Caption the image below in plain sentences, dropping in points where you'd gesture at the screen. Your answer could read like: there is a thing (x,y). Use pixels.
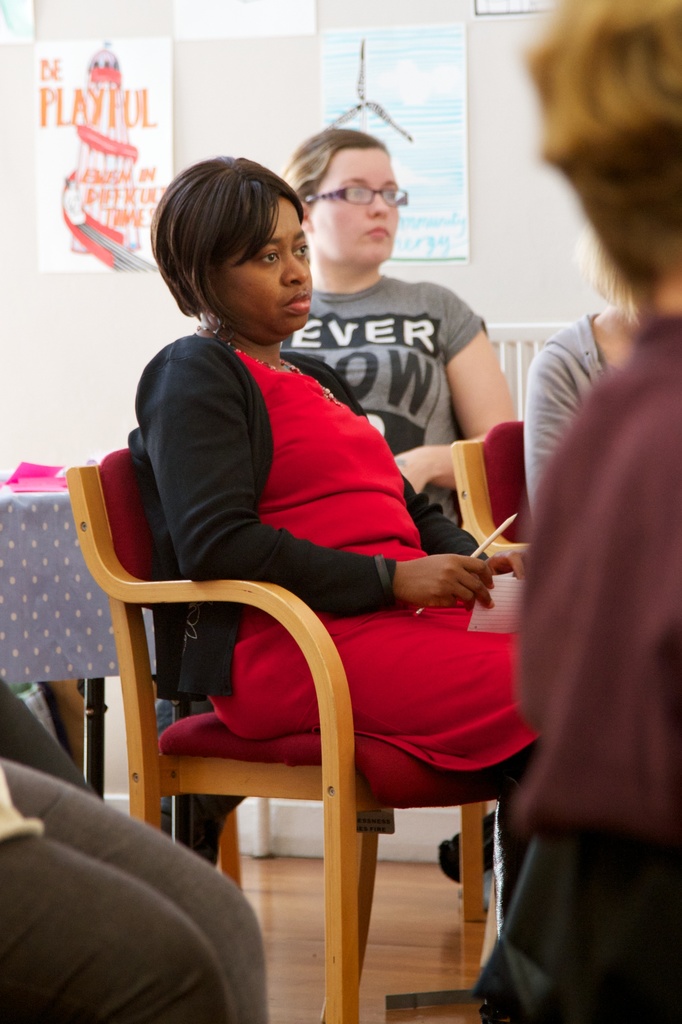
In this image there is a woman (333,503) sitting in a chair (135,688). At the background (41,461) there is a wall (32,223) to which there is a label (105,79) and painting (425,69) is sticked. To the left side (31,487) there is a table (34,518) on which there are papers (41,473). To the right side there is another woman (445,376) who is sitting on the chair (490,462).
